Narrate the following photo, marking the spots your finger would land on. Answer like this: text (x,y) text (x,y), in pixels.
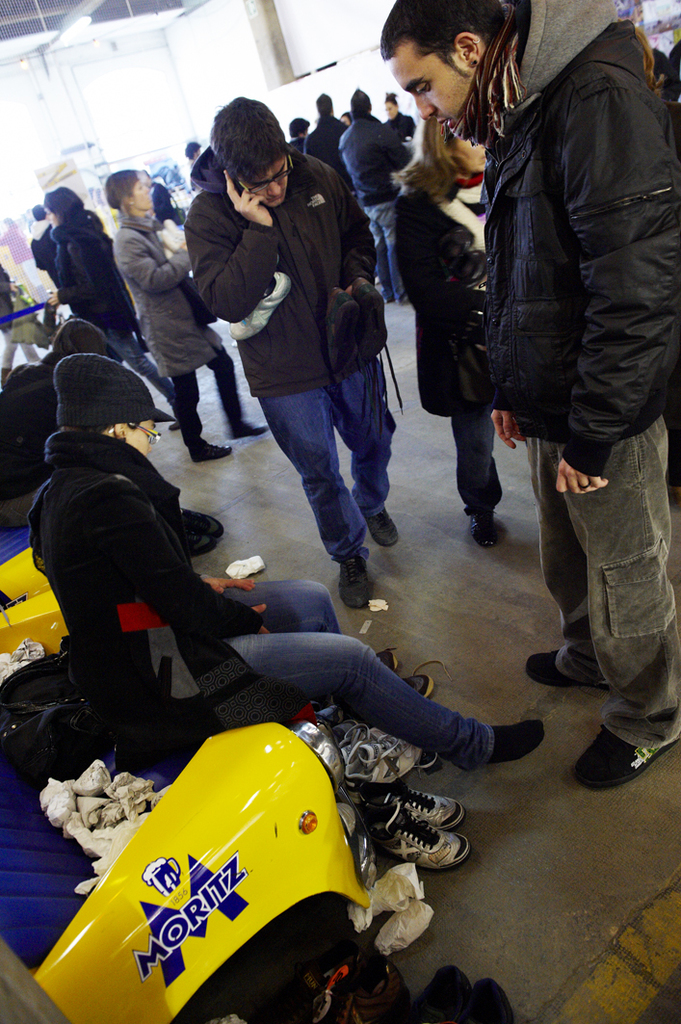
As we can see in the image there are few people (333,676) here and there, white color wall (186,63), light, shoes (401,837) and plastic sofa (195,806).
